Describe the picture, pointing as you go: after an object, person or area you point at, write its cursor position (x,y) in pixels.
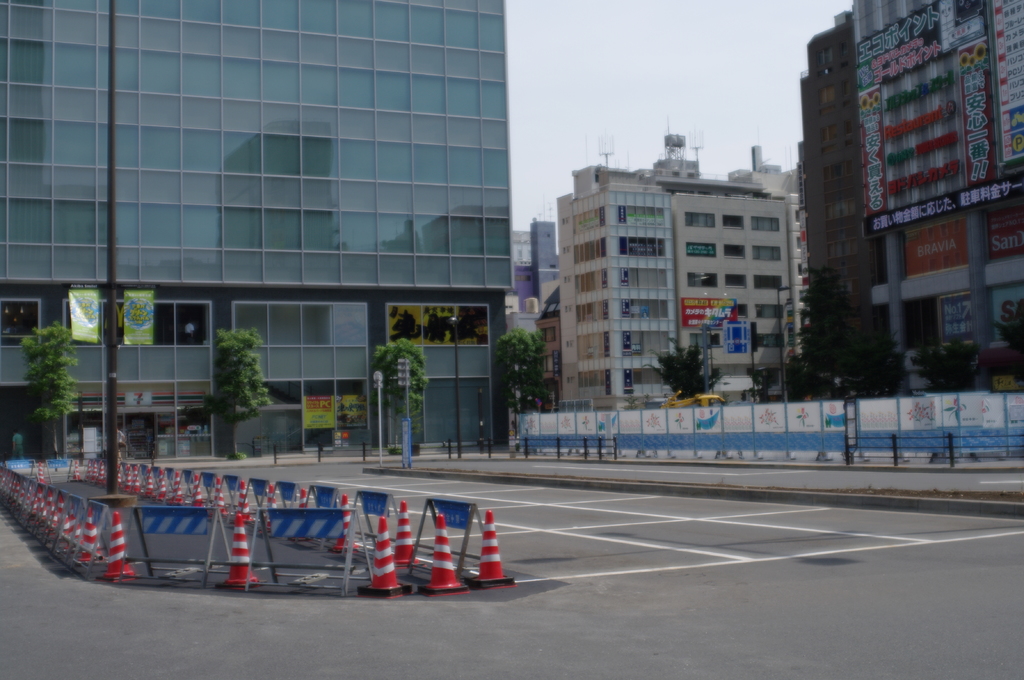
In the center of the image (356,387) there are buildings (564,383). There are trees (57,396). There is a road (498,601). There are safety cones (403,531).
